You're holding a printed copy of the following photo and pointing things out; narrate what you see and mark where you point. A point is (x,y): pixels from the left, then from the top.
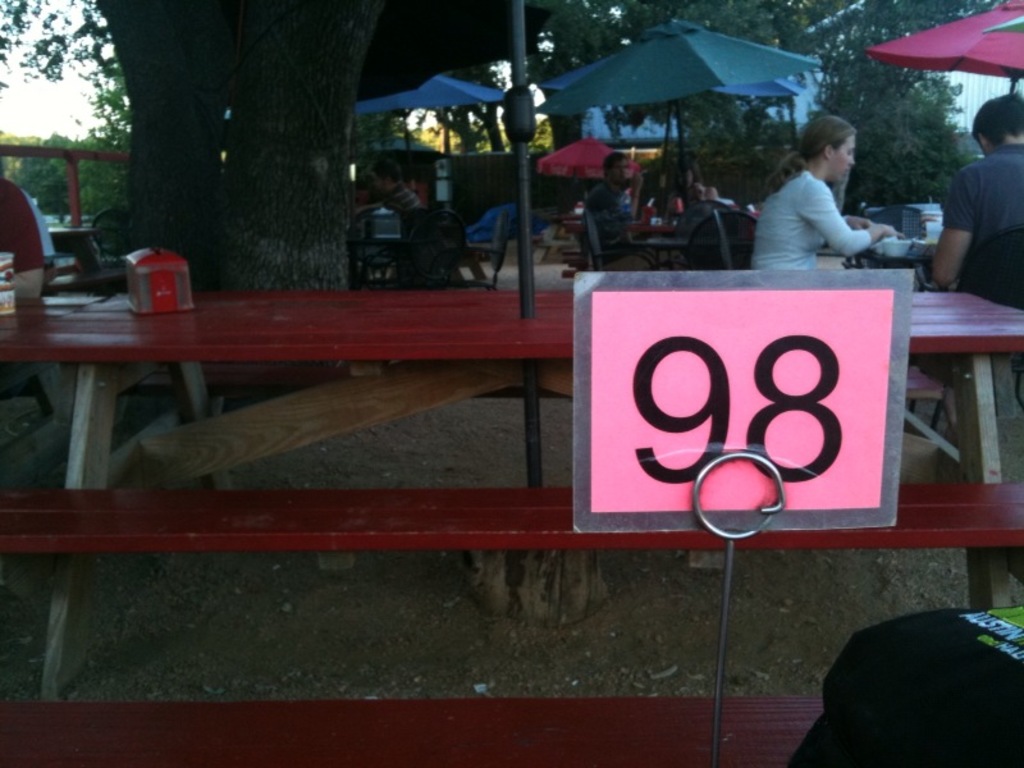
In this image i can see group of people (803,182) sitting on the chair (723,255) there is bowl (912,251) on the table (915,257), there is a umbrella (754,61) and a board (761,308). At the background (325,61) i can see a tree (45,46) and a sky (10,84).
